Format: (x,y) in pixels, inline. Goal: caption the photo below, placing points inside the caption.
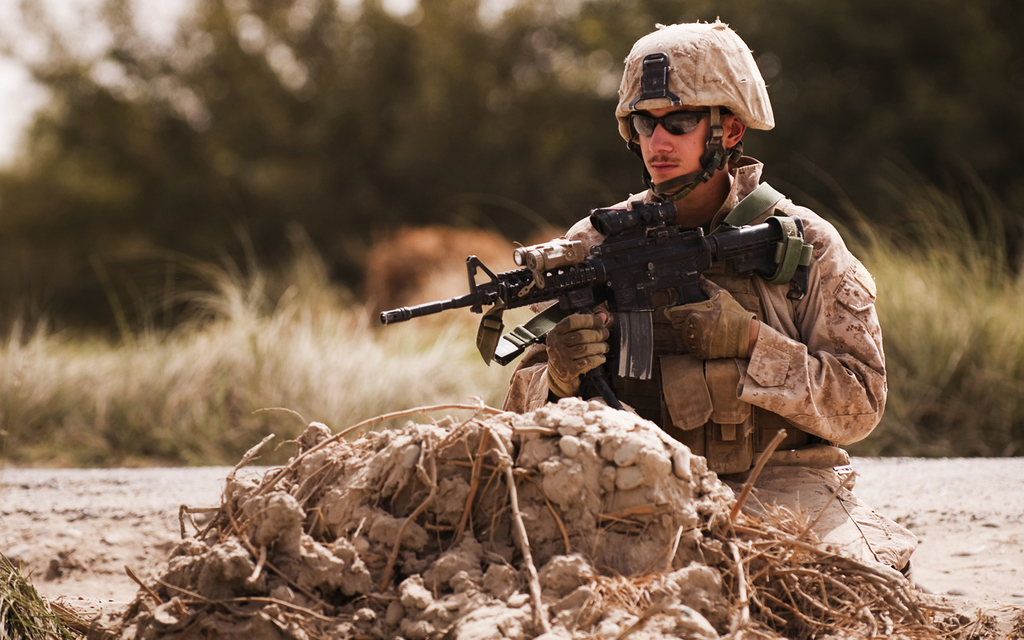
This picture is clicked outside the city. In the foreground (518,535) we can see the stones (638,559) and dry stems (896,604). In the center (651,313) there is a man (786,316) wearing uniform (762,327), holding a rifle (675,277) and seems to be sitting on the ground (969,557). In the background (295,85) we can see the trees (274,169) and the plants (398,365).
